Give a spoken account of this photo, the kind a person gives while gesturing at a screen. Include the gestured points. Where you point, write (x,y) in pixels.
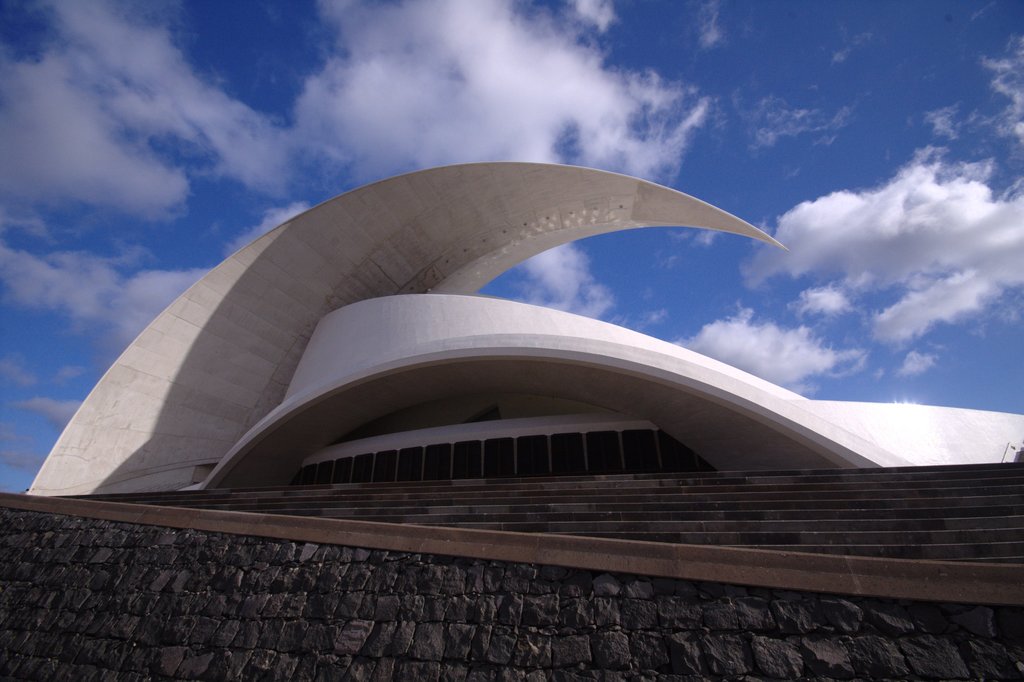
In the picture I can see a white color building (281,412) and steps (529,479). In the background (351,164) I can see the sky (438,164).
